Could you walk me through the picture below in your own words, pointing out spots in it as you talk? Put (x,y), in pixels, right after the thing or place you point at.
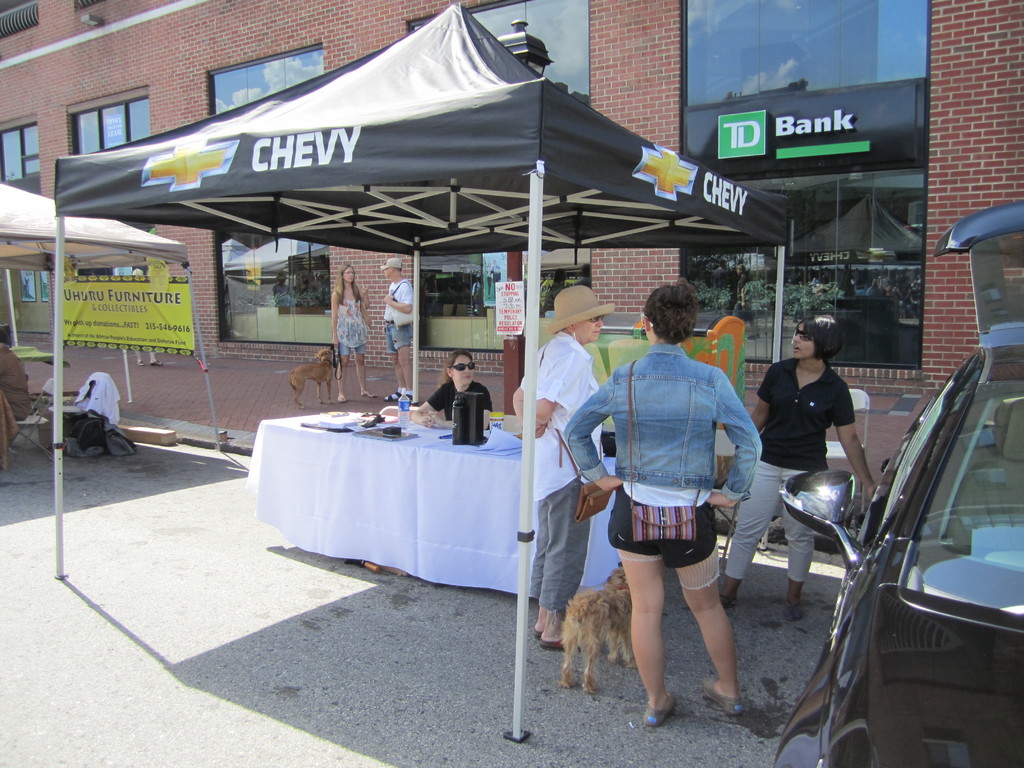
In the image we can see there are people (601,402) who are standing with their dogs (311,370) and on the table (418,429) there are water bottle (406,401) and a flask (458,413) and woman (464,369) is sitting on chair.
